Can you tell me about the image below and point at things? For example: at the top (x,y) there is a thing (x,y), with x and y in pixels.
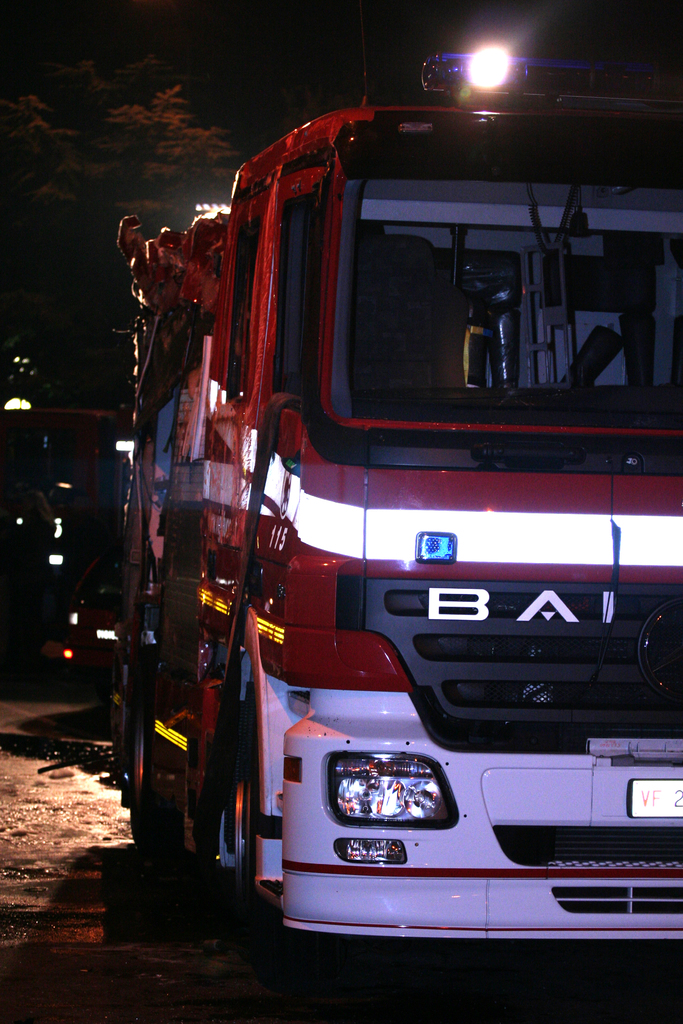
In this image in the foreground (337,752) there is one vehicle (525,585) and in the background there are some trees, lights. At the bottom (71,915) there is a walkway (24,738).
